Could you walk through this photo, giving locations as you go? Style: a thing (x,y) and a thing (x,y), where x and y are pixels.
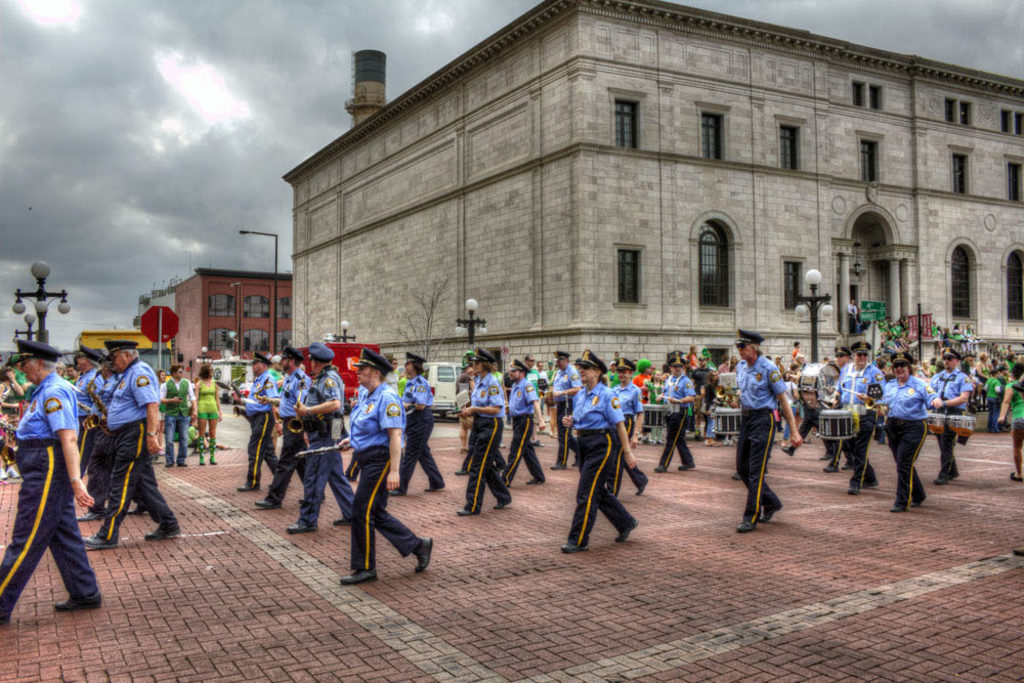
In this image we can see many people (328,418) wearing caps (620,370). They are walking. Some are holding musical instruments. Some are playing musical instruments (809,396). In the back (211,398) there are many people (204,417). Also there are light poles (55,294). There are buildings (405,253) with windows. And we can see a tree (423,329). And there is a board (165,325) with pole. In the background (151,109) there is sky (151,109) with clouds (376,44).
